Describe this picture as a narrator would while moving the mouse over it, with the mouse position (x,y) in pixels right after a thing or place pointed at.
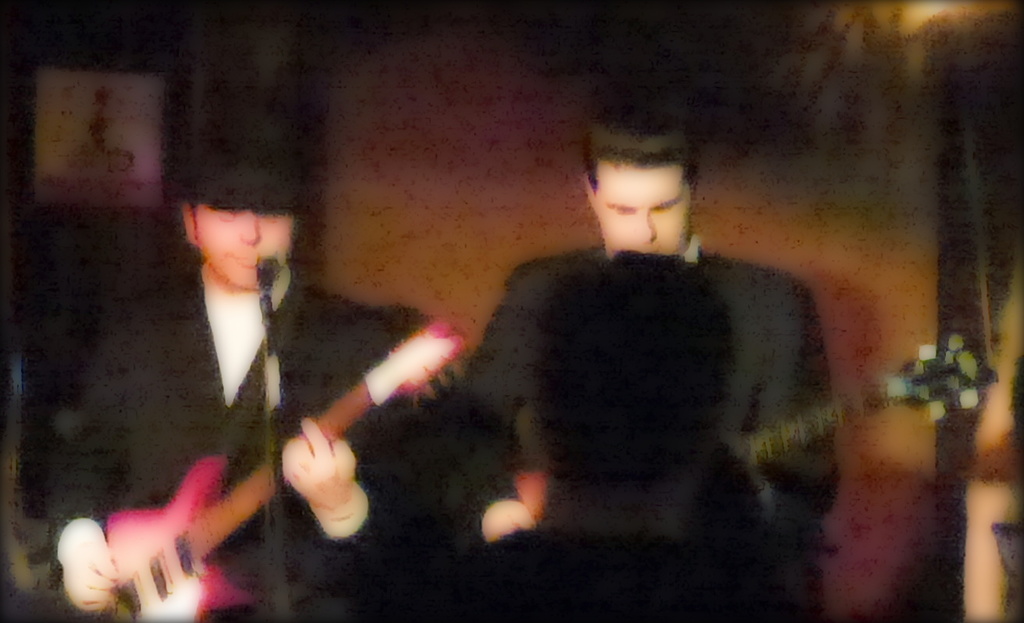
In this image I can see there are persons (328,479) standing and playing a musical instrument (419,376). And in front there is a microphone (264,301). And at the back (454,161) it looks like a blur.
